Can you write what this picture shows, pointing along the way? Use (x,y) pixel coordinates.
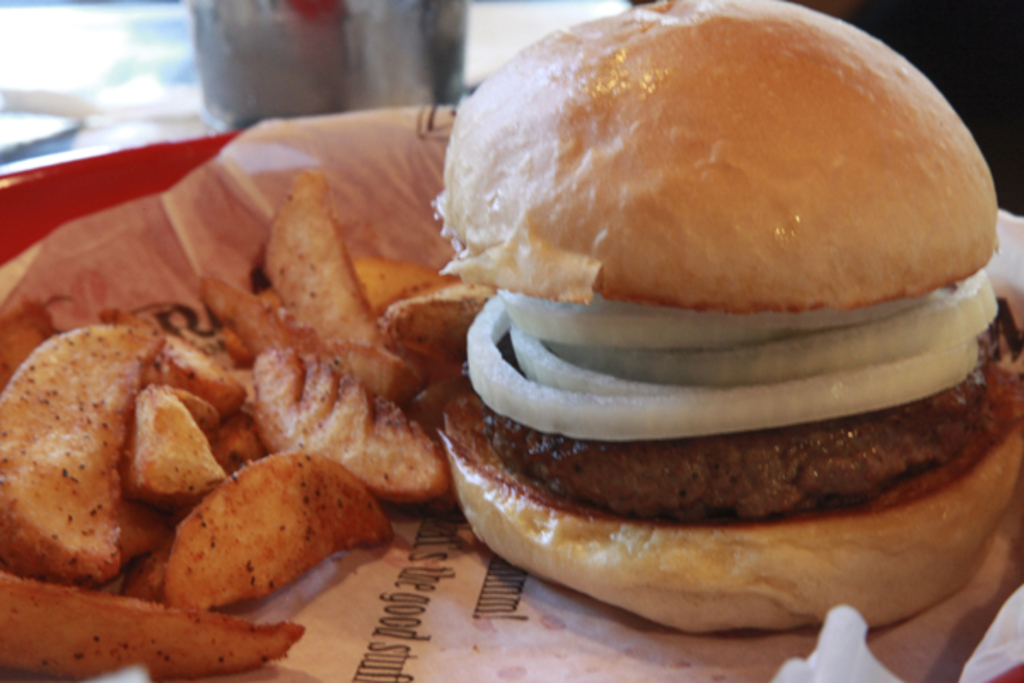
There is a plate (95,158). On that there is a paper (351,577). Also there is a burger (594,373) with onion pieces (749,365) and patty (752,463). Also there are some potato fries (219,415).
